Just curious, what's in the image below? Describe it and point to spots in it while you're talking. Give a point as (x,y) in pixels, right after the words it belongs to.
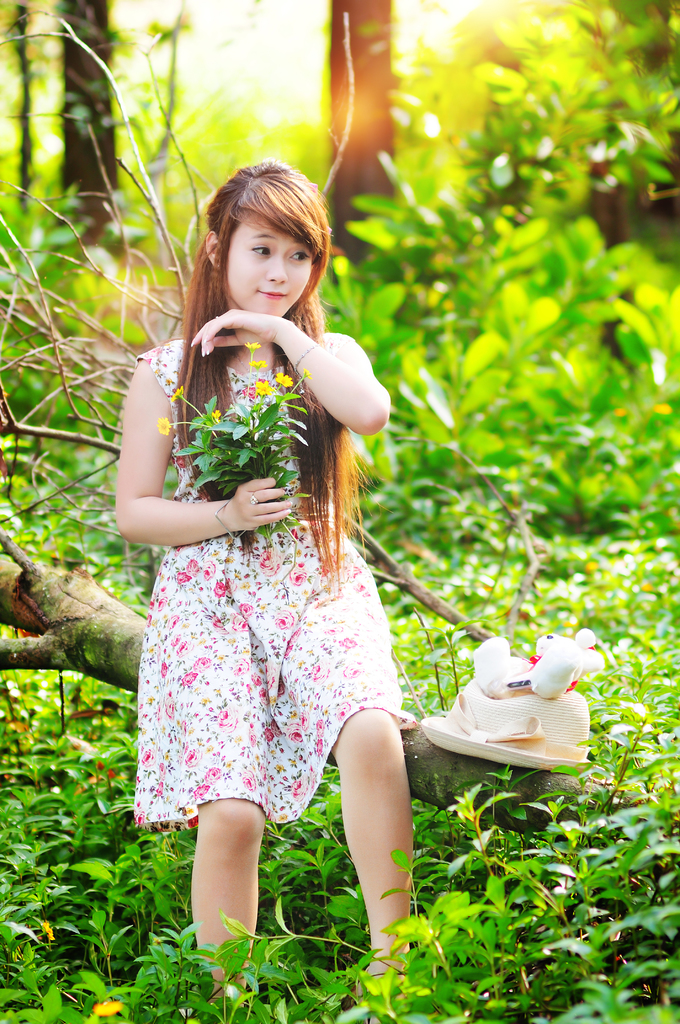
In the center of the image (298,342) we can see girl (258,760) sitting on the branch (408,753) of a tree (112,653). In the background (524,72) we can see trees (336,153) and plants (279,147).
